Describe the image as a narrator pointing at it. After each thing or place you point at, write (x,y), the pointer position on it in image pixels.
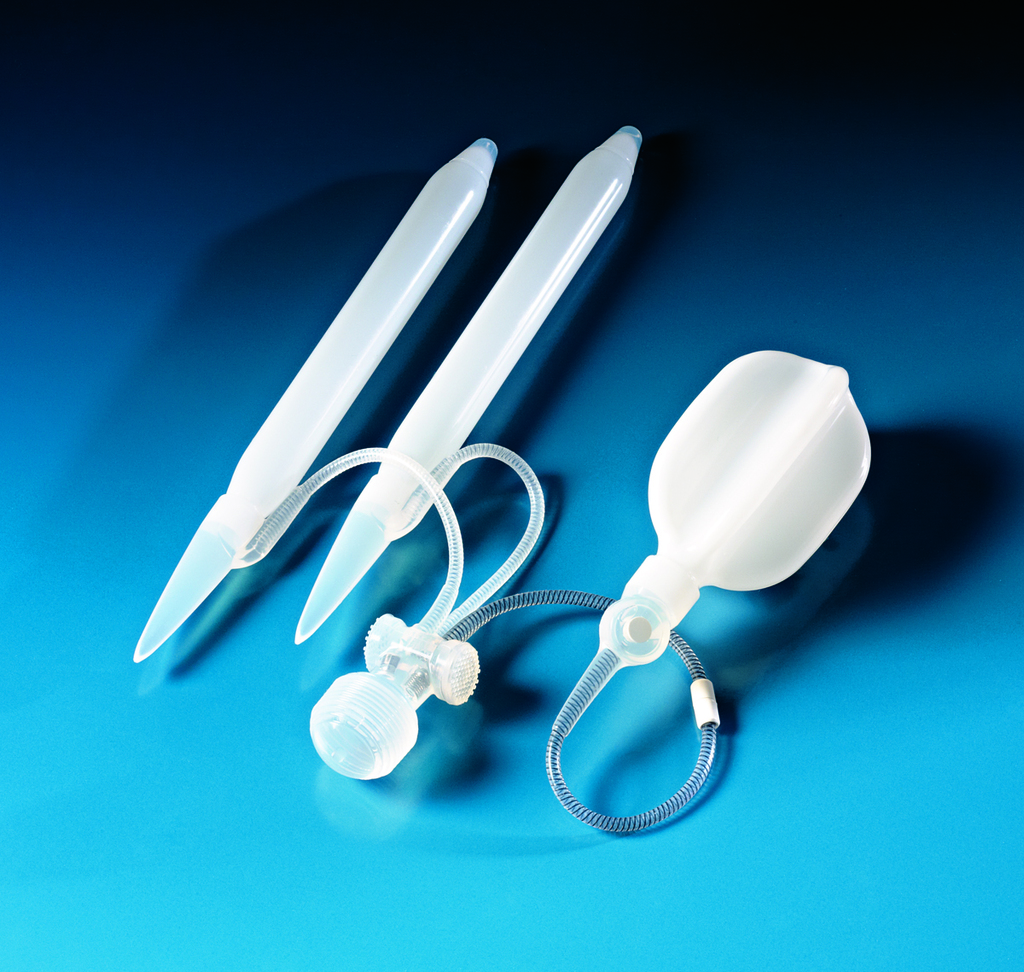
As we can see in the image there is a plastic machine equipment (464,425) and there are wires (497,588).
